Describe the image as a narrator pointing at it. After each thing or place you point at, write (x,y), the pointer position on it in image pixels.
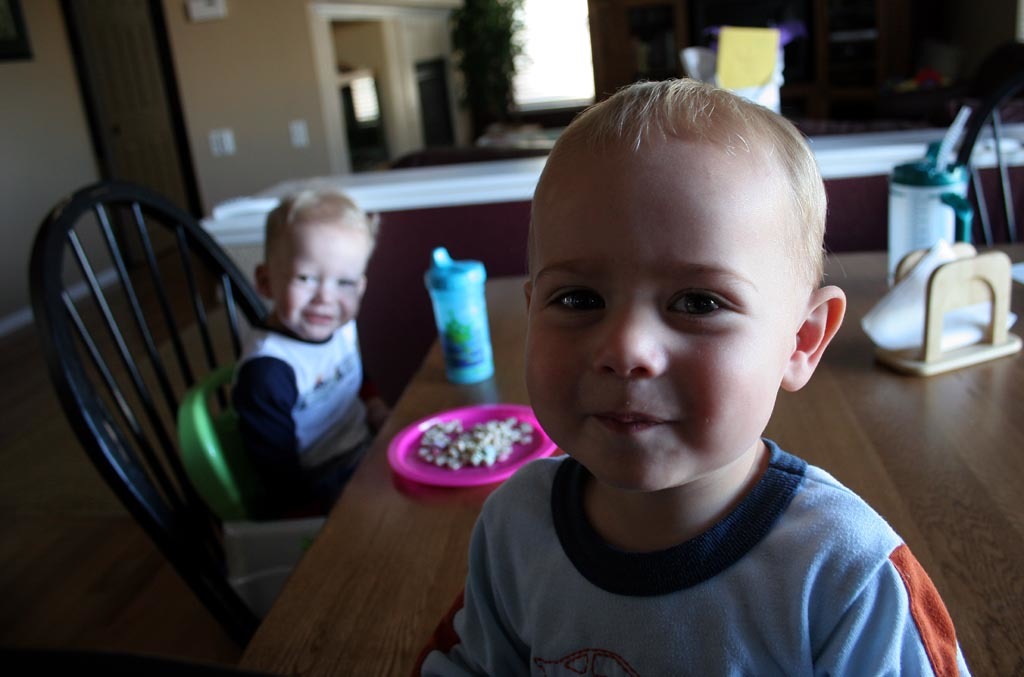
In this image there are two kids (560,478) on the left side (279,433) the kid (279,433) is sitting on the chair (207,445) in front of the kid (359,384) there is a plate (437,417) and a food (483,446) on it there is bottle (464,333). In the center (675,389) the kid (696,517) is sitting on a wooden table (942,504). In the background (899,201) there is a jar (922,185) and tissue stand (938,299) with the tissues (915,309) in it.
